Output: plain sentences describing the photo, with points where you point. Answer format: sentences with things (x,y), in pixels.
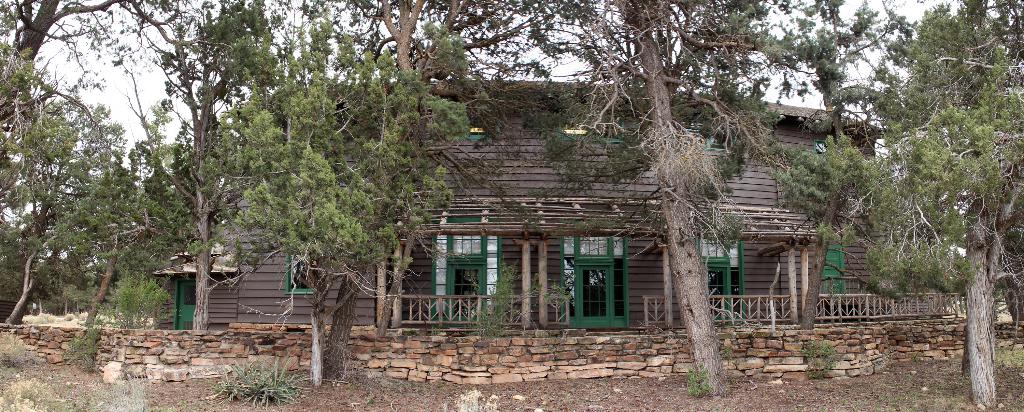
In this image there are plants (22,378), trees (996,177) and there is a house (456,226). There is a rock wall (290,363). At the top of the image (109,34) there is sky (124,47).
